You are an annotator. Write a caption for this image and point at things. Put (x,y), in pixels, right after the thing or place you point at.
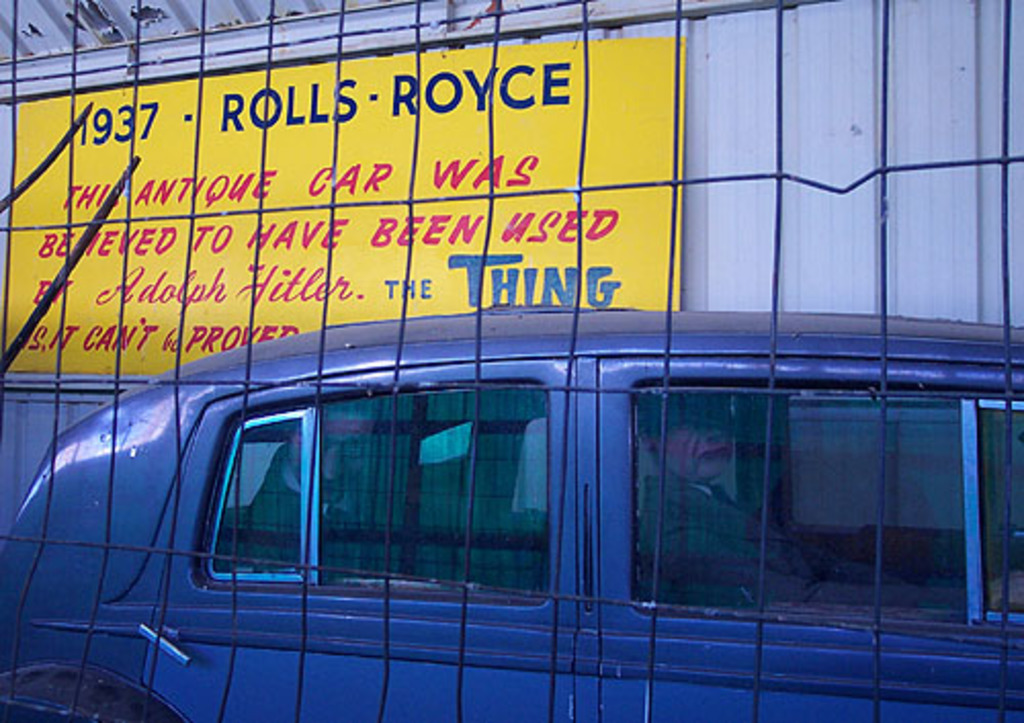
In this image we can see a vehicle (669,584). In the background (616,91) there is a board (504,212) and a shed (900,50). In the foreground (763,563) we can see a mesh (213,216).
